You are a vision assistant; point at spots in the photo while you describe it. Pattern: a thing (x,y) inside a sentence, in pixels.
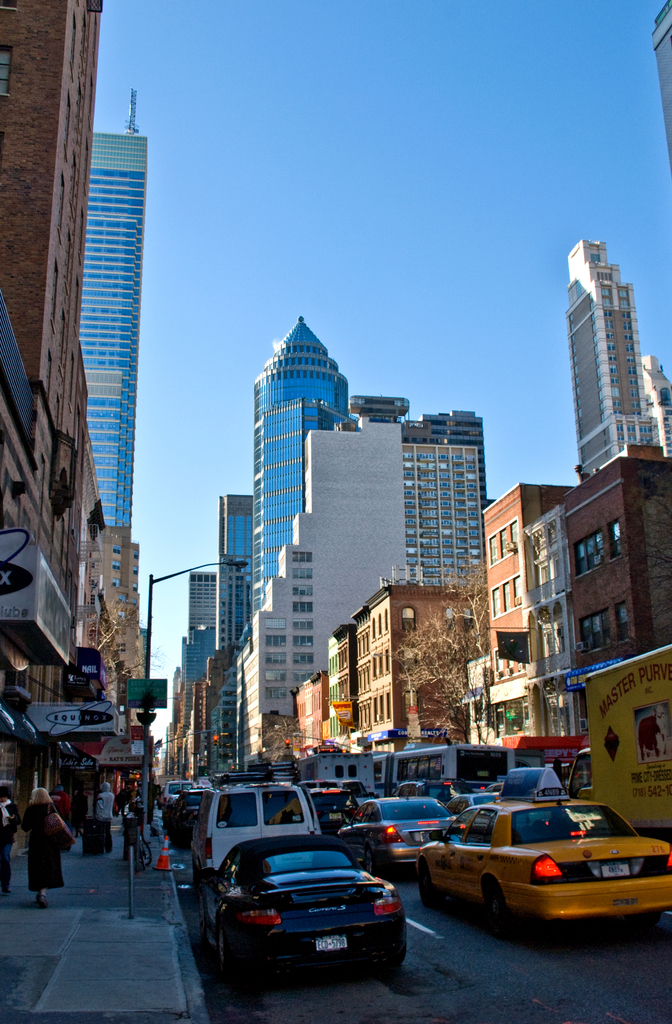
In this image I can see the vehicles (379,841) on the road (549,965). On the left (204,600) and right side (461,517), I can see the buildings (332,518). At the top (409,162) I can see the sky (375,148).
